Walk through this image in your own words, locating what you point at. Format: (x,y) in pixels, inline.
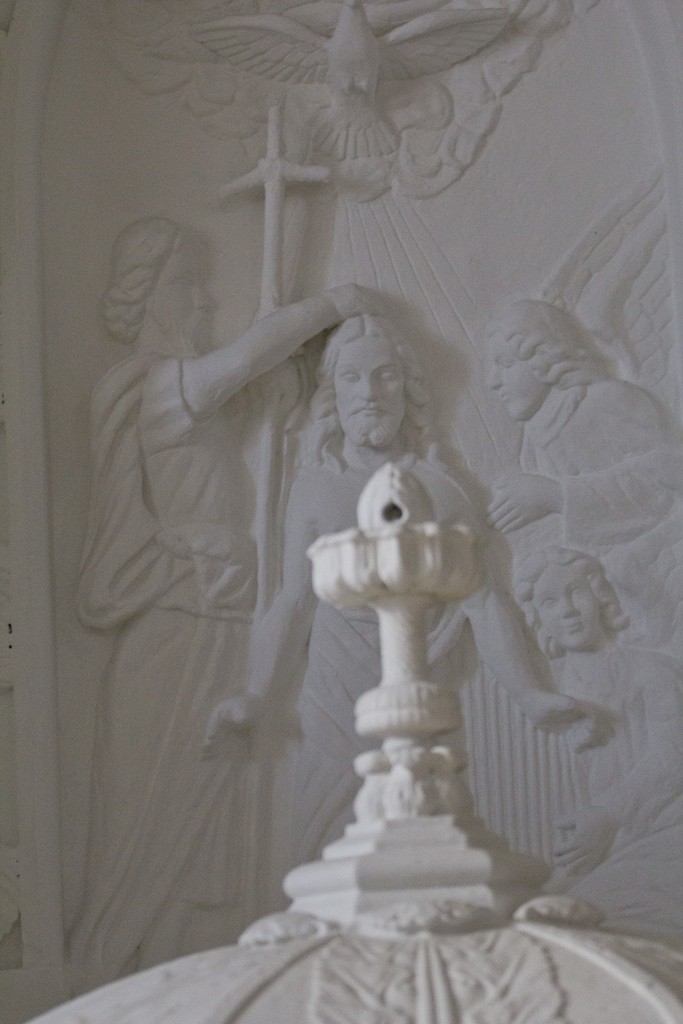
This image consists of a statue (363,655). There is something like Jesus Christ (301,532) in the middle (385,363).
